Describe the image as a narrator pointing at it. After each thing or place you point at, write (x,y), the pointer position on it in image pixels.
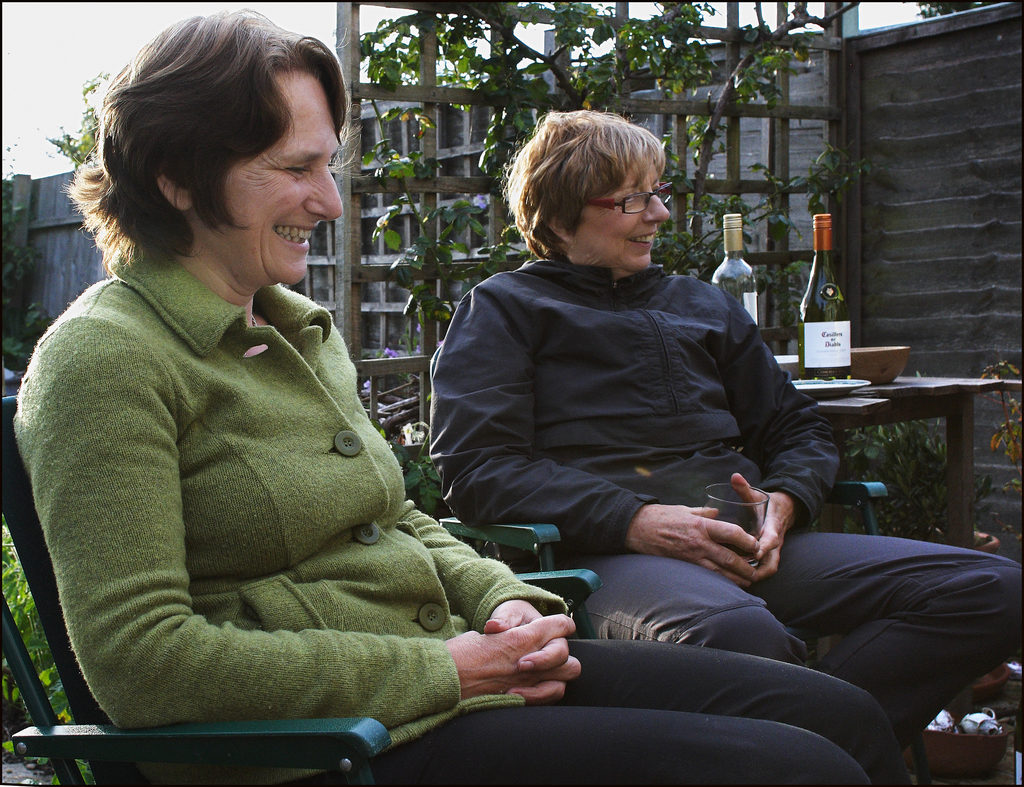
Here I can see two persons (265,527) sitting on the chairs (259,732) facing towards the right side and smiling. At the back of these people (653,388) there is a table (839,421) on which a bowl (869,374), two bottles (842,346) and a plate (836,383) are placed. In the background (597,70) there is a wall (856,70) and few plants (21,583). At the top (73,44) I can see the sky (95,37).
